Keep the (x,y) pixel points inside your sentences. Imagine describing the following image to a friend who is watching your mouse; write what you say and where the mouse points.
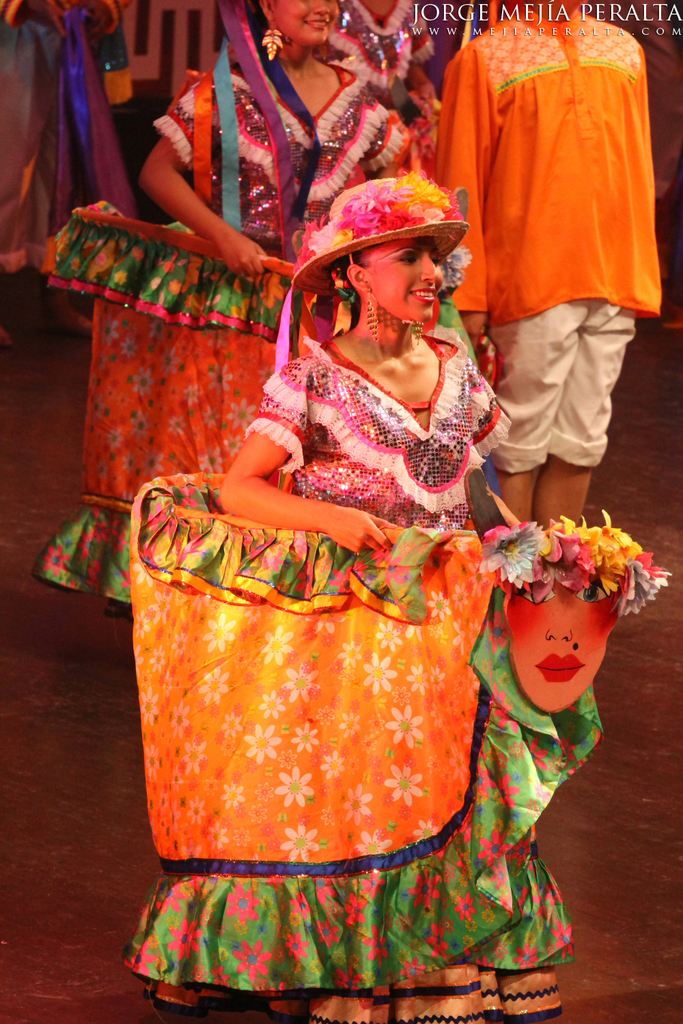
There are many people (250,250) wearing costume (364,451). A lady (358,430) in the front (365,358) is wearing a cap (309,280) with flowers (372,220). In the right top corner (512,27) there is a watermark (547,28).
